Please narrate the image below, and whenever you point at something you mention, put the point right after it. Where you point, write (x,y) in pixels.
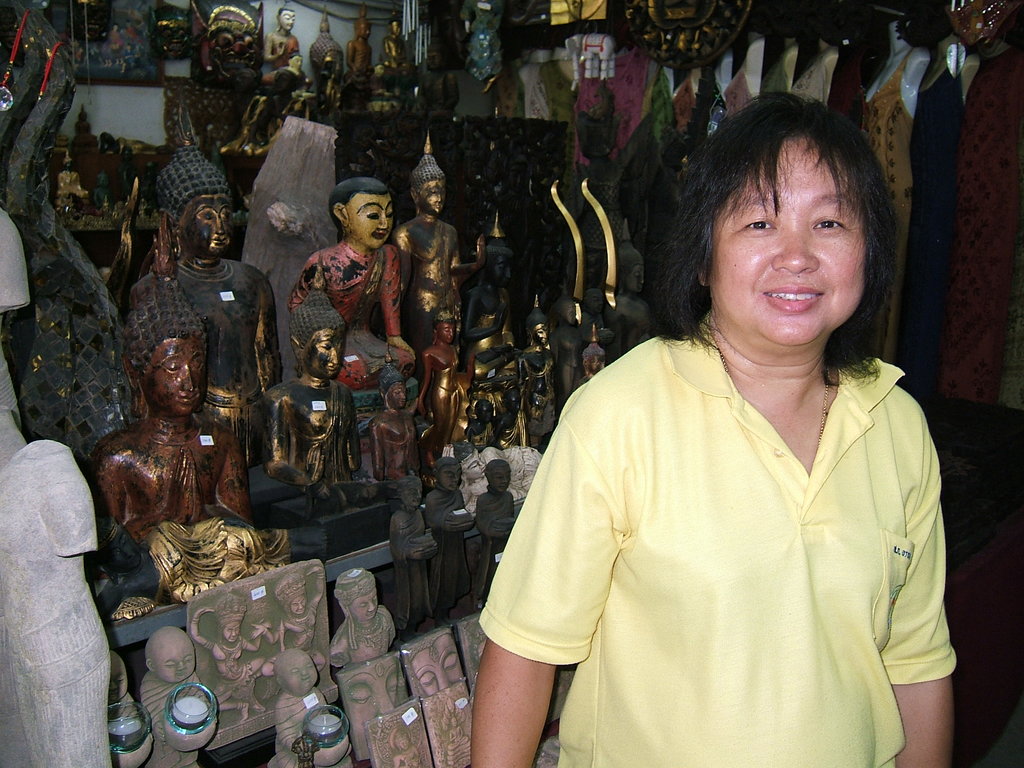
This image consists of a woman (695,579) wearing a yellow T-shirt (751,569). In the background (401,284), there are idols (158,684) and sculptures (71,740). On the right (998,326), there are dresses (986,332).
